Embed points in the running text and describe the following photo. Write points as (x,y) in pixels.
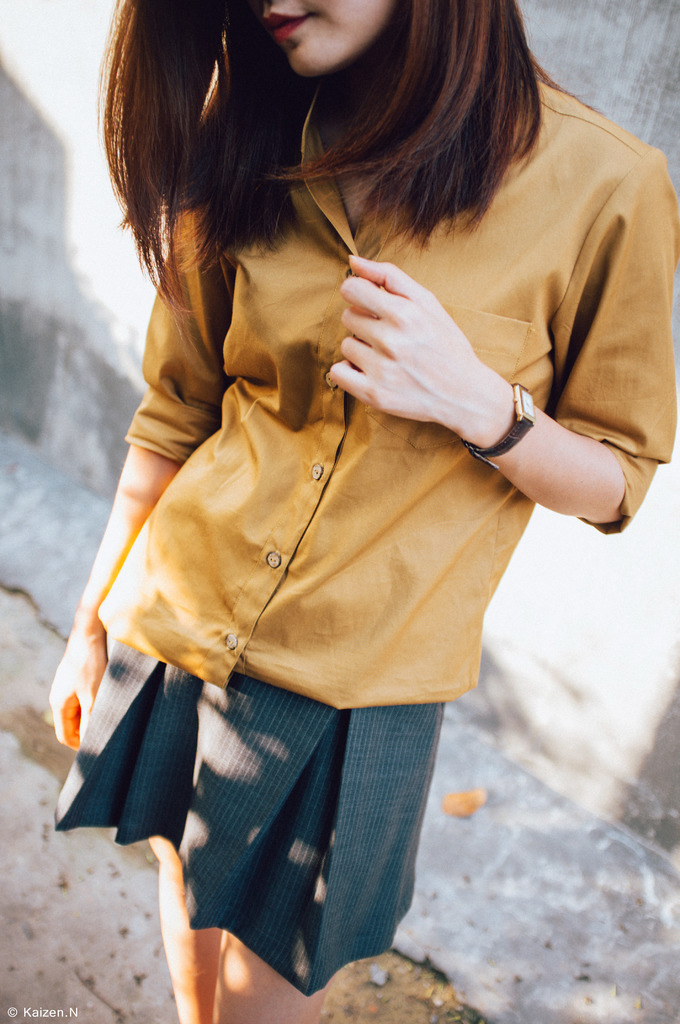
In this image we can see a woman (388,647) standing on the ground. On the backside (577,719) we can see a wall (594,662).
